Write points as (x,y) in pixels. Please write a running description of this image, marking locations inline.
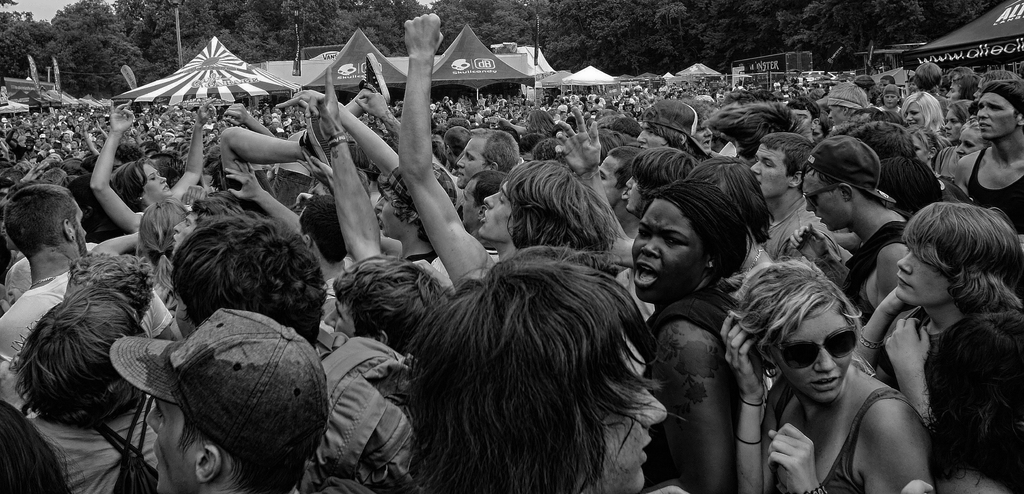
This is a black and white image. In the center of the image (623,190) there are people (623,190). In the background of the image (678,45) there are trees (246,41), tents (443,60).
